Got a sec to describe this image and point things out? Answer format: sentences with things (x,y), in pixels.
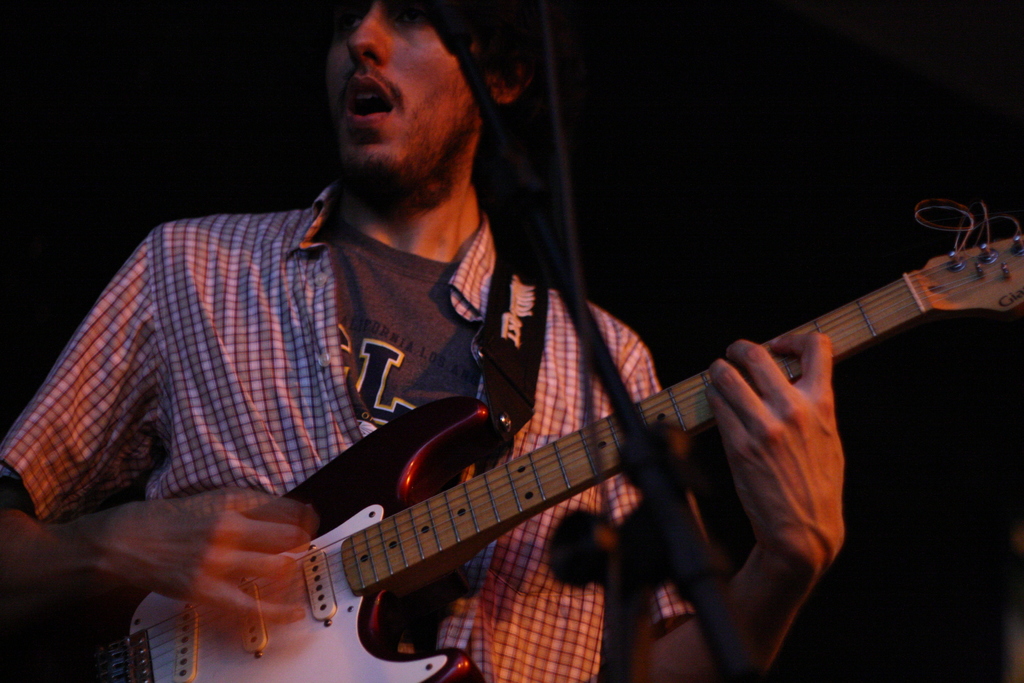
Here we can see a man (550,415) holding a guitar (324,626) in his hand (745,381). He is singing on a microphone (471,58).
